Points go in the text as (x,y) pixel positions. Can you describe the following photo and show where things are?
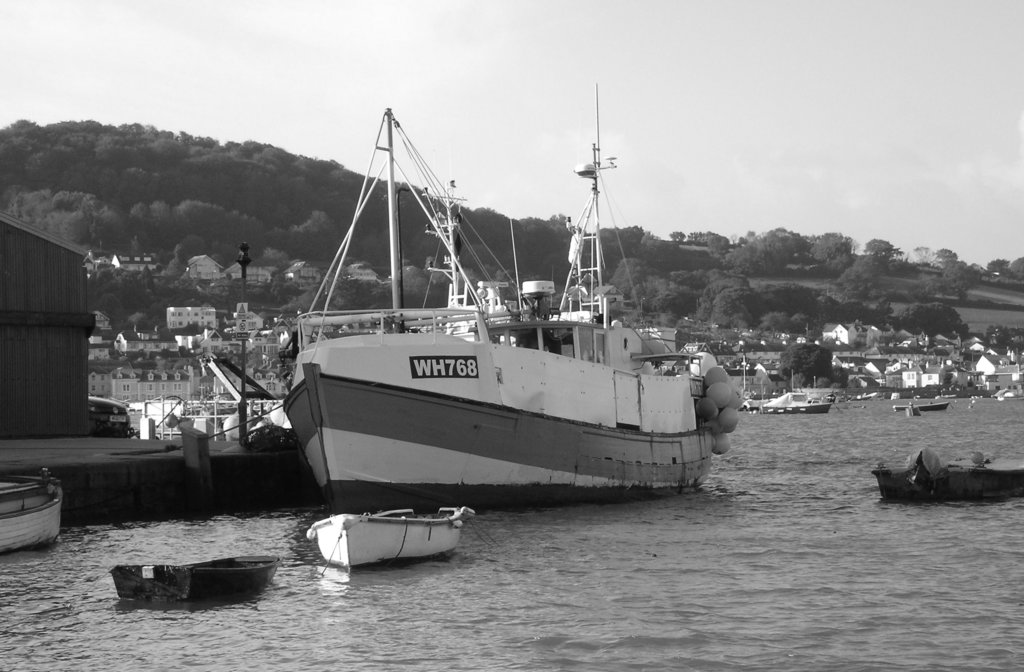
In this picture I can see the water (754,519) in front (826,638) on which there are number of boats (561,433) and in the middle of this picture (420,279) I see number of houses (882,334) and trees (385,246) and in the background (742,17) I see the sky (356,102) and I see that this is a black and white image.
